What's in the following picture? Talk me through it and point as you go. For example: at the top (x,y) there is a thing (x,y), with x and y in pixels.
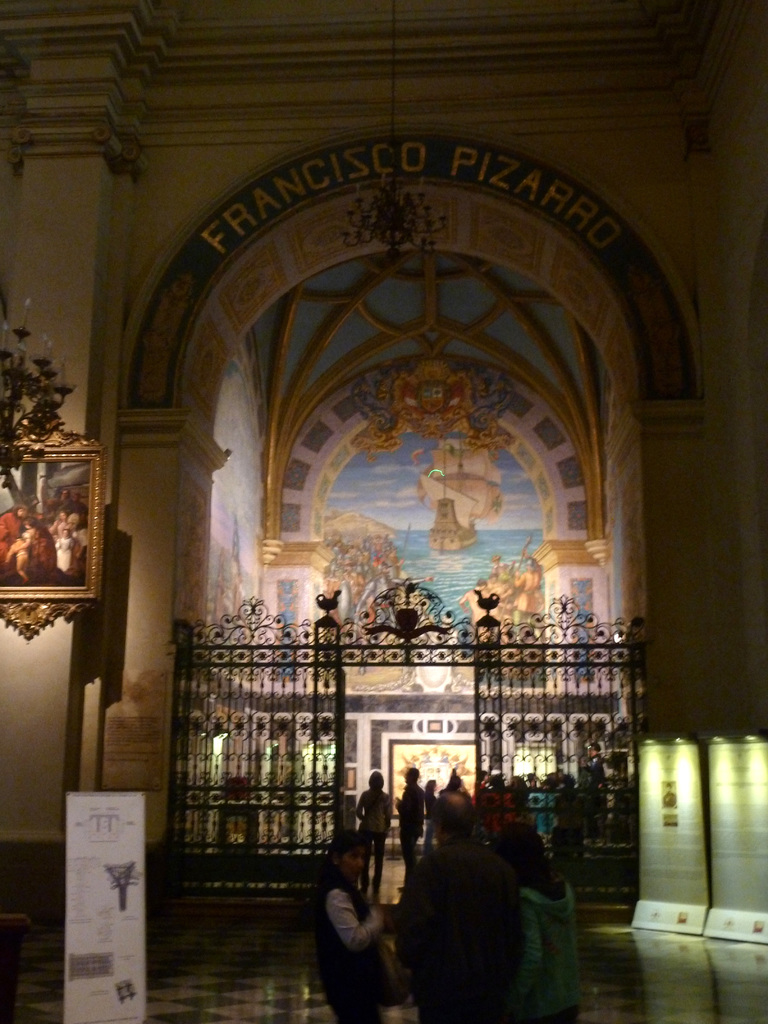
At the bottom (732,868), we can see few people (456,846), grills (624,813), banners (675,805), poster (75,965), floor (263,1000) and wall (679,663). On the left side (43,513), we can see a photo frame (51,503) and chandelier (40,413). Background (540,514) we can see painting (463,486) on the wall (644,545) and some text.
